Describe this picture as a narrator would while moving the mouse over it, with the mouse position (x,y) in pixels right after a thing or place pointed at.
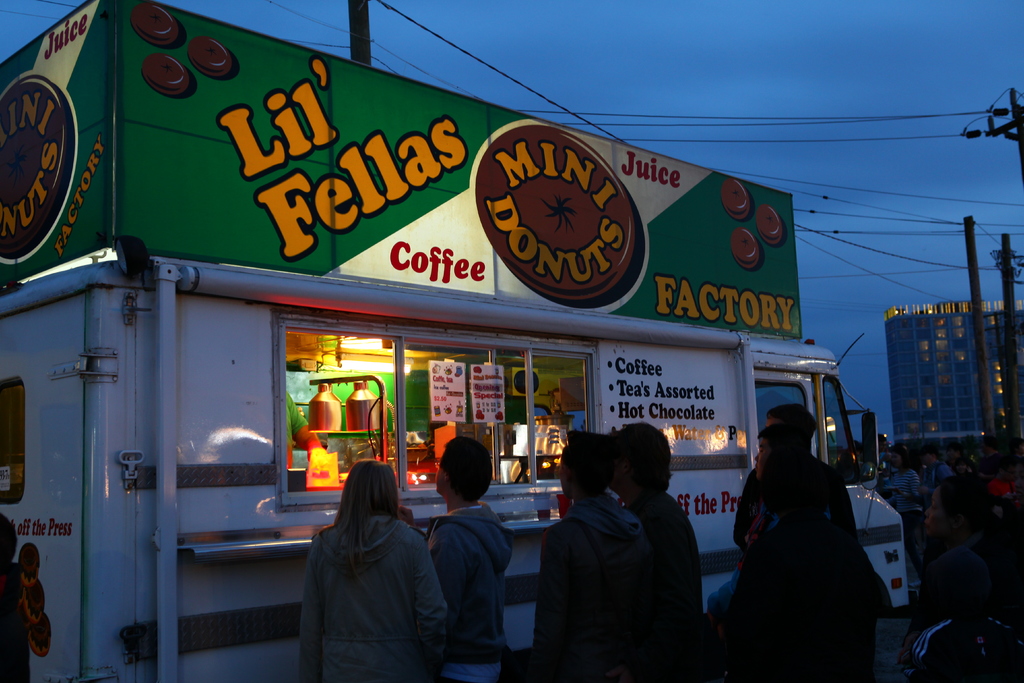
In this picture we can see a group of people (960,569) standing, vehicle (826,454), banners (423,159), posters (479,408), cans (359,401), buildings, poles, wires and some objects (552,410) and in the background (808,167) we can see the sky (639,24).
